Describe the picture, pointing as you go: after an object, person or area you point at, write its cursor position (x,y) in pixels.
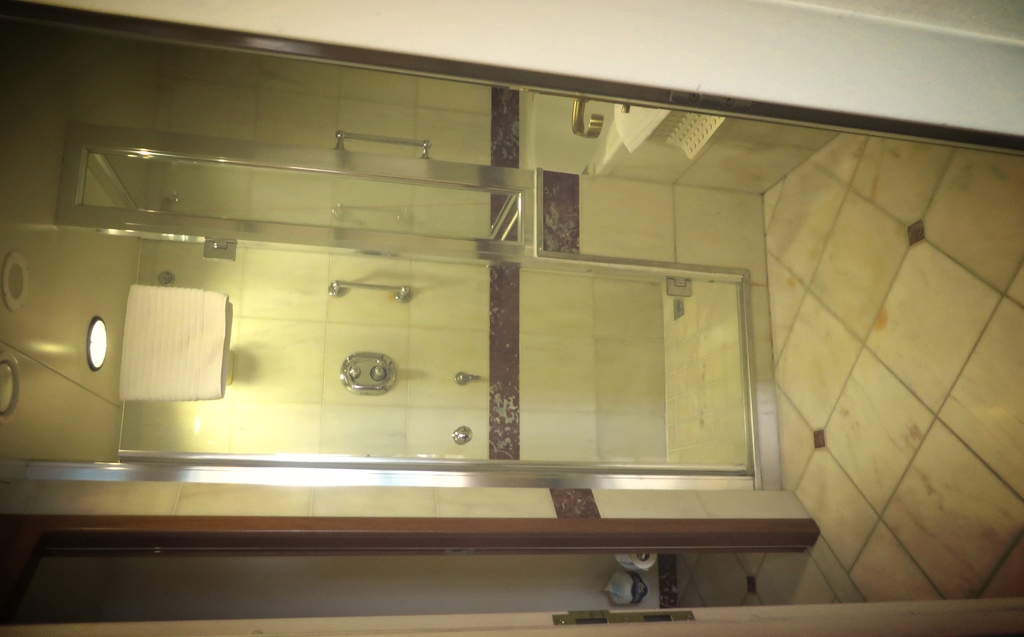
We can see door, floor (878,408), objects (647,110) on shelf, bathroom (658,237) and glass (340,219), through this glass (338,330) we can see wall (363,348), taps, handles (396,285) and lights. We can see towel (151,308) on glass door (394,300).
